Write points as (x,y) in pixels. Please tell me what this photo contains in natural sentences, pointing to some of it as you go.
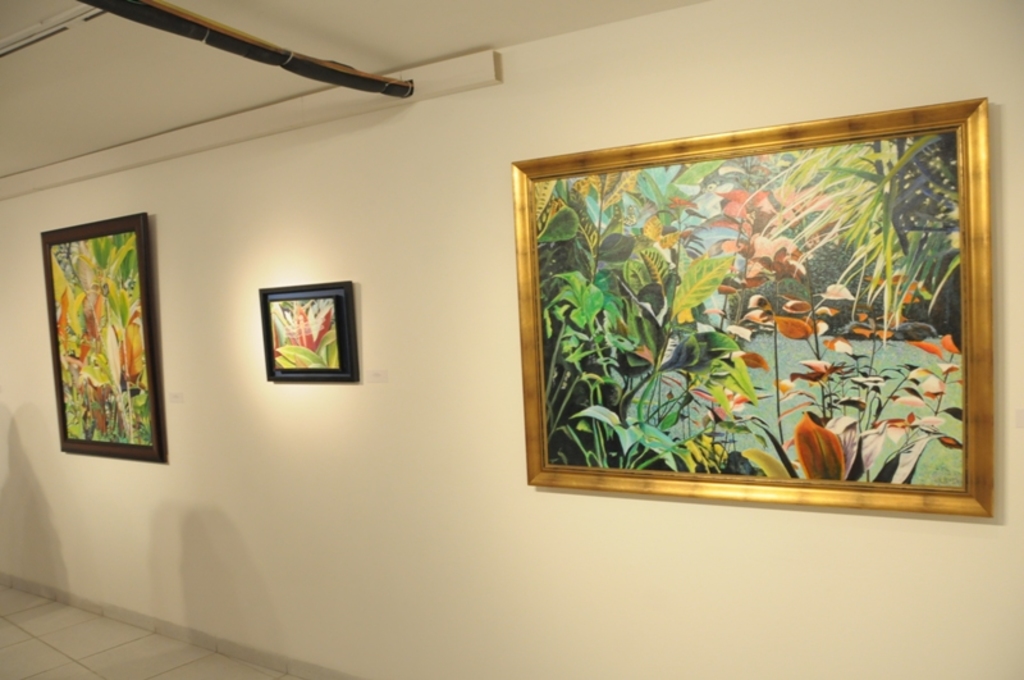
In this image we can see some photo frames (579,407) hanged to a wall (459,519). We can also see a roof (96,53) and the floor (27,653).
